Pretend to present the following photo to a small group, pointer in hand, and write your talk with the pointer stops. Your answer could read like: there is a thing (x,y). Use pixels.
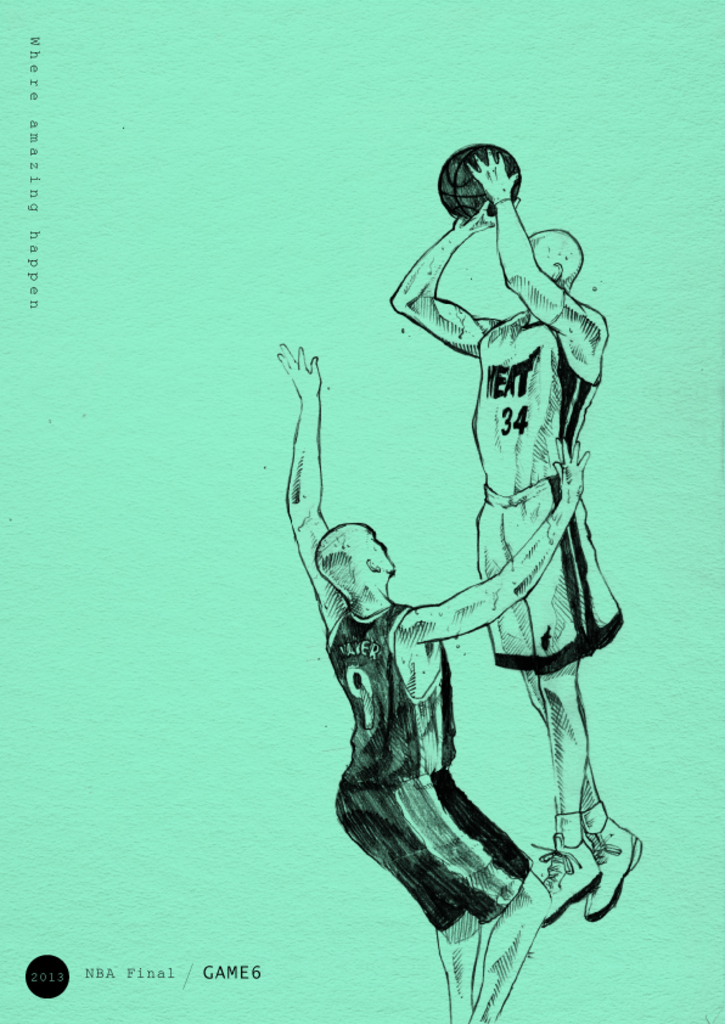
In this image there is a picture (505,348) of a person (523,264) holding the ball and jumping and there is a picture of a person (352,573) standing. On the left side of the image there is text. At the back (117,287) there is green background (236,648). At the bottom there is text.
